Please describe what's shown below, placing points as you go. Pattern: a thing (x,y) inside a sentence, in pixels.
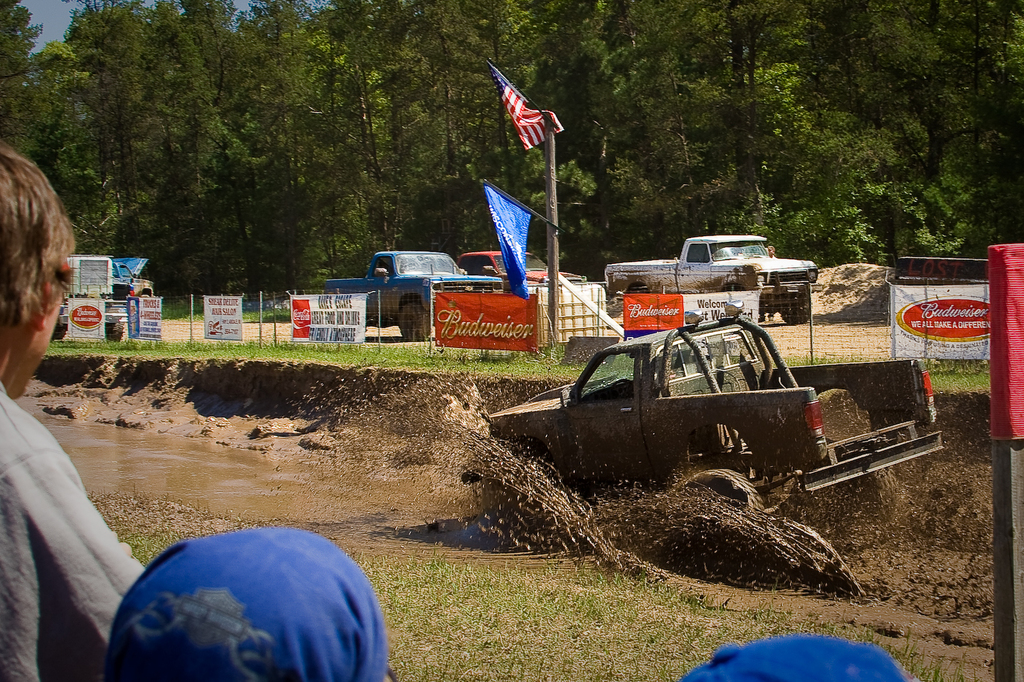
In this image there are three people (181,619), in the background (672,335) there is a jeep (631,462) moving on a mud land (379,393), beside that there is a dirt land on that vehicles (141,277) are parked and there are banners (530,297), on that banners (208,327) there is some text (159,303) and there are trees (740,94).
